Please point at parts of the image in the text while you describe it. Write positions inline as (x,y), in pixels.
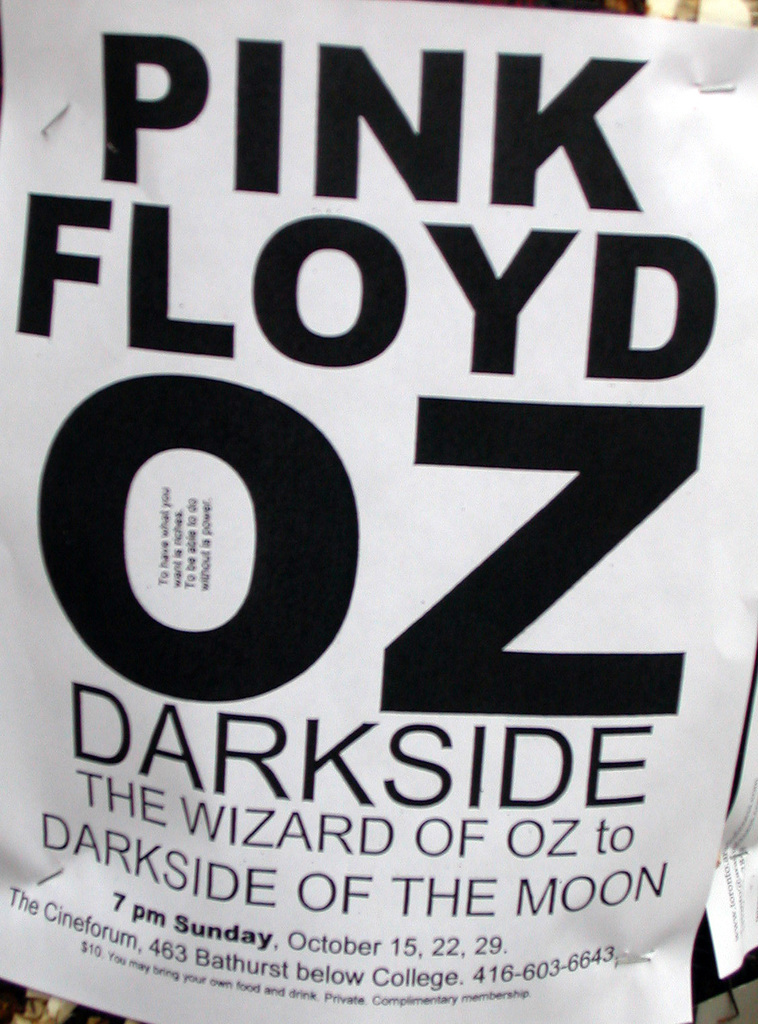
In the middle of the image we can see a poster (307,100). In the poster (345,83) we can see some alphabets (426,86) and numbers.
